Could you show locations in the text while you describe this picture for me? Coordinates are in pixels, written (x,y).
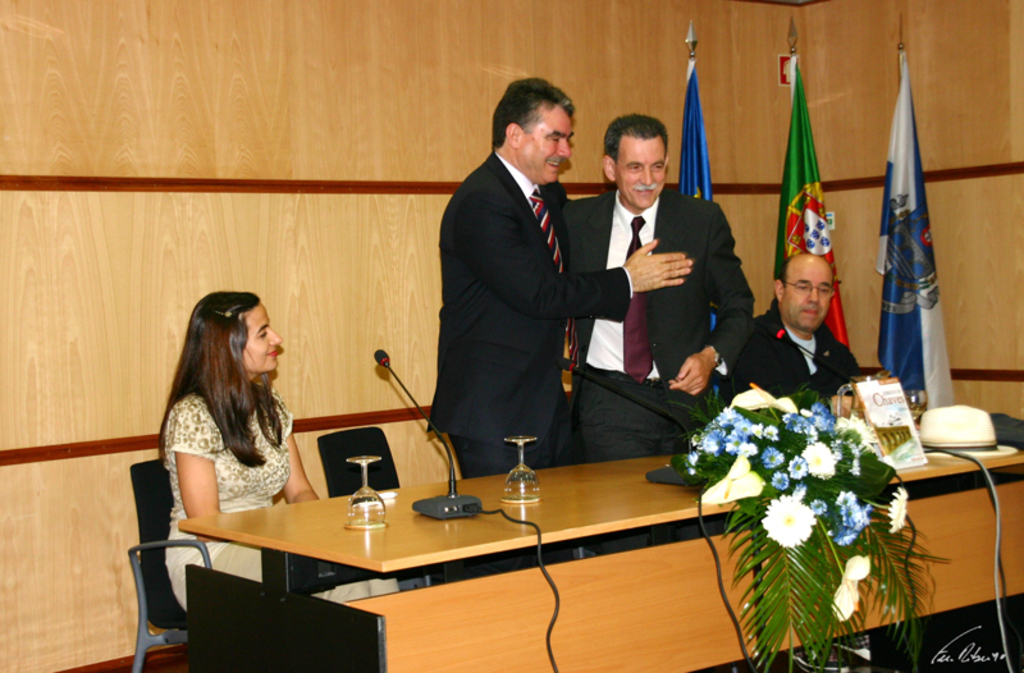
In this image I can see a group of people (621,343) among them few people (789,254) sitting on a chair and few are standing in front of a table (538,518). I can see there are few flags (913,162) and some objects (830,594) on the table (535,545).
